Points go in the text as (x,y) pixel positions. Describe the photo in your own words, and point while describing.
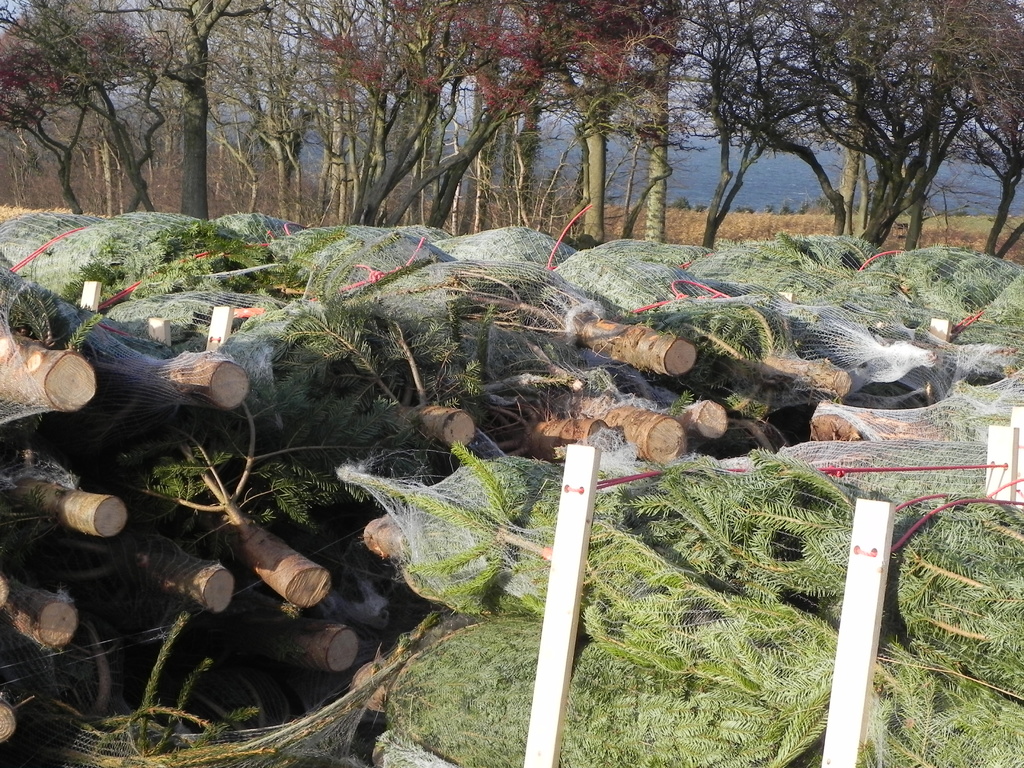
In this image, we can see huge stacks (582,443) of Christmas trees (620,357) and in the background (569,146), there are trees (513,87).
